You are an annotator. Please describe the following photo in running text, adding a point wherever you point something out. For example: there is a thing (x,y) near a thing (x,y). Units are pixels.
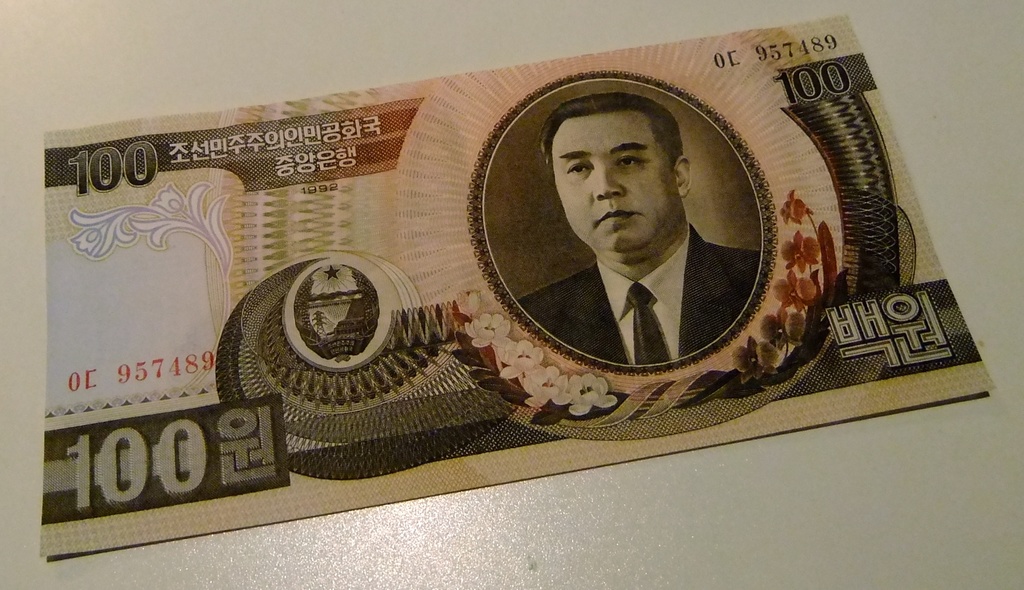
This image is taken indoors. At the bottom of the image (523,538) there is a table (60,40) and there is a note (457,297) on the table (617,509).
